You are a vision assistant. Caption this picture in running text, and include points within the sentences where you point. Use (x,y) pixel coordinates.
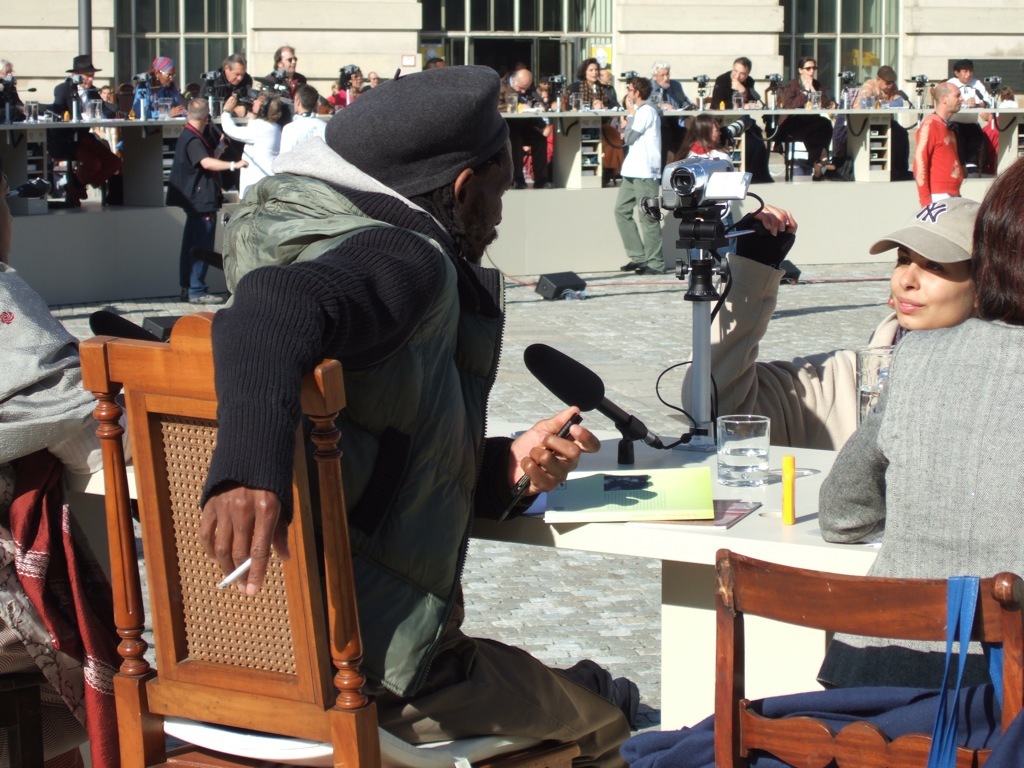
In this image I can see number of people (655,175). I can see few (863,652) are sitting on chairs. Here I can see a camera (686,187) and a mic (536,360). On this table (721,493) I can see a glass (736,480).
